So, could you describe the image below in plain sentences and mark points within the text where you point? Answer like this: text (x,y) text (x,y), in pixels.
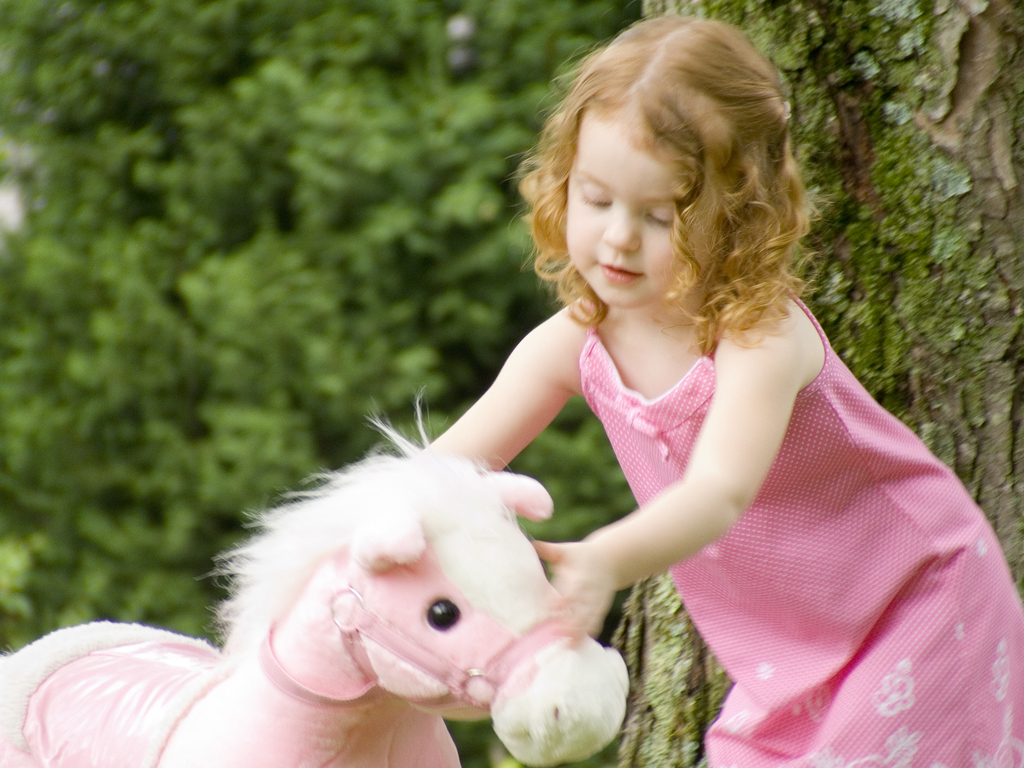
On the right side of the image (736,532) there is a girl (675,468) standing, she is wearing a pink dress (684,452). On the left (201,638) there is a toy (338,672) the girl (672,361) is playing with that toy (492,581). In the background (653,587) there is a tree (653,587).
